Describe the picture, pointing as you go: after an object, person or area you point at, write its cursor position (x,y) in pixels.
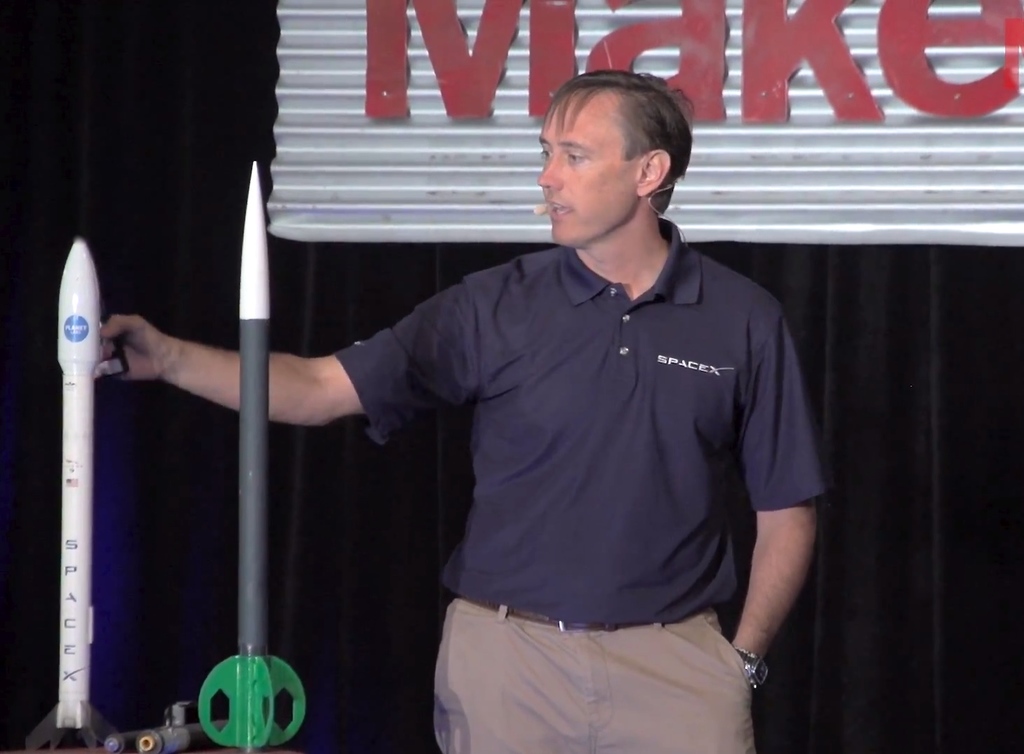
In this picture I can observe a man (527,523) standing in the middle of the picture (599,312). On the left side (77,348) I can observe two objects (250,423) which are looking like sample rockets (68,498). In the background (230,447) I can observe black color curtain (321,448).
